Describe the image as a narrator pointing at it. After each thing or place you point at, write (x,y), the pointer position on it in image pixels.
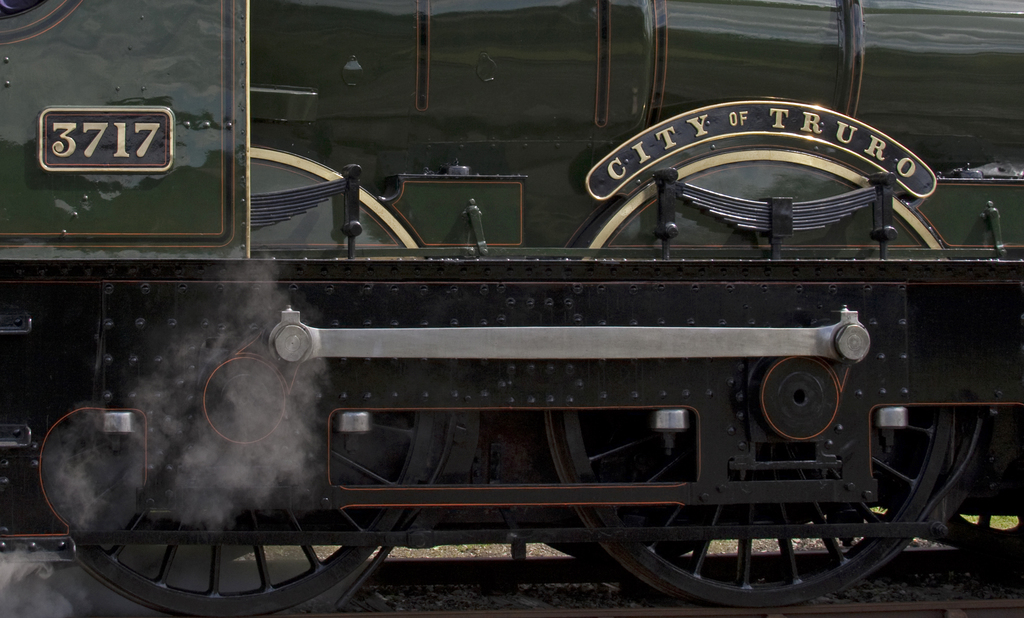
In this image there is a train (939,526) on a track (878,594).
